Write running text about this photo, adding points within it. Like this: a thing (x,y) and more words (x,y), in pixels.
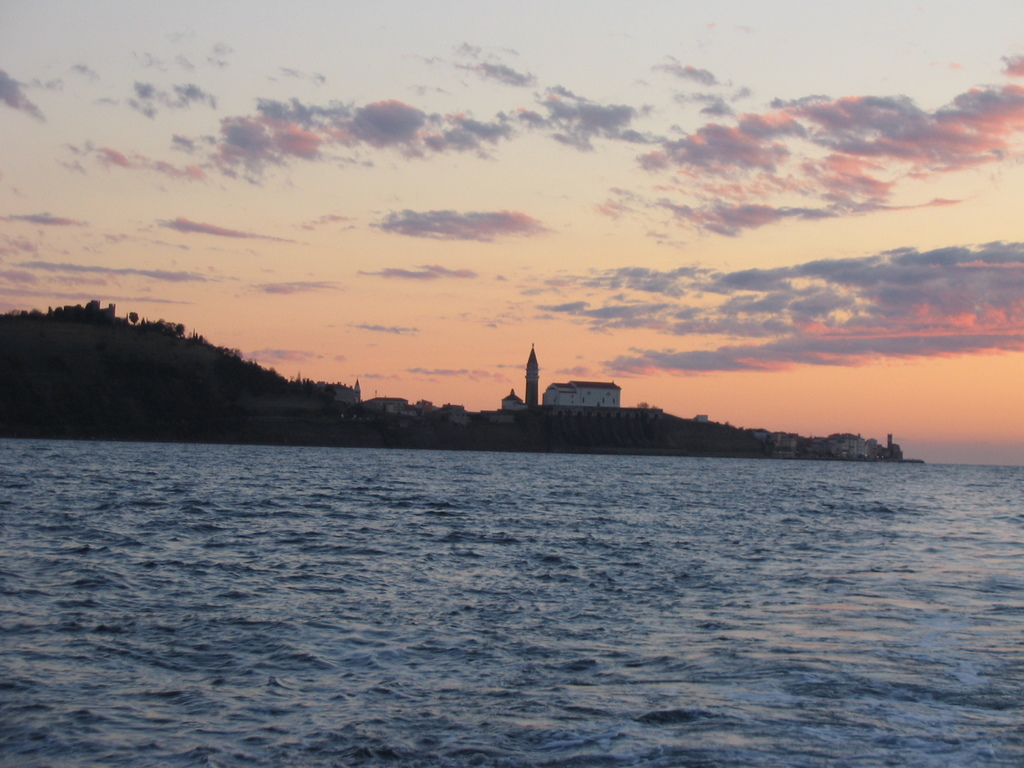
This picture is clicked outside the city (854,450). In the foreground (350,577) we can see a water body (852,541). In the background (855,446) we can see the buildings (466,416), trees (223,374) and the sky (457,158) containing clouds (947,247).
